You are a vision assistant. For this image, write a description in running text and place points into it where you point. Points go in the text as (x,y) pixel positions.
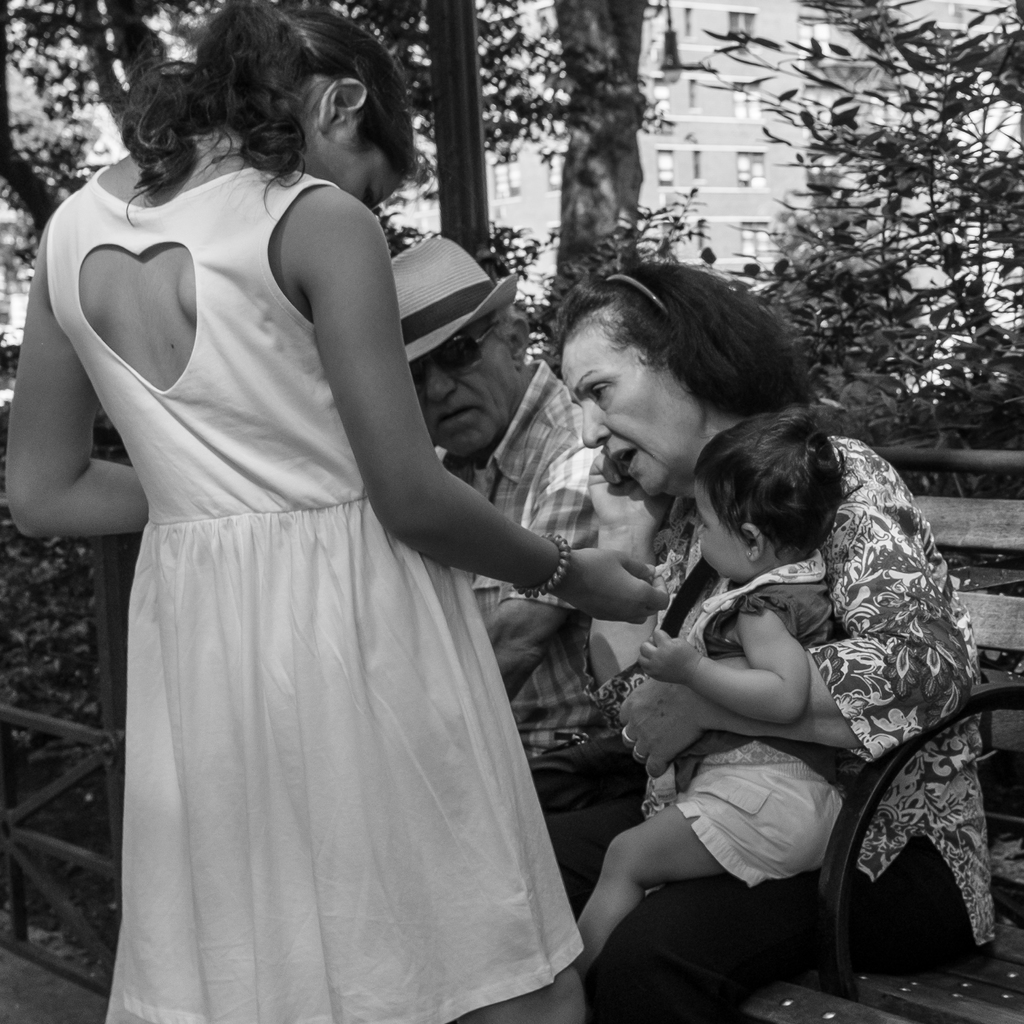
This picture describes about group of people (295,629), few are seated on the bench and a woman (231,404) is standing, behind them we can find few trees (582,212) and buildings (778,144).
